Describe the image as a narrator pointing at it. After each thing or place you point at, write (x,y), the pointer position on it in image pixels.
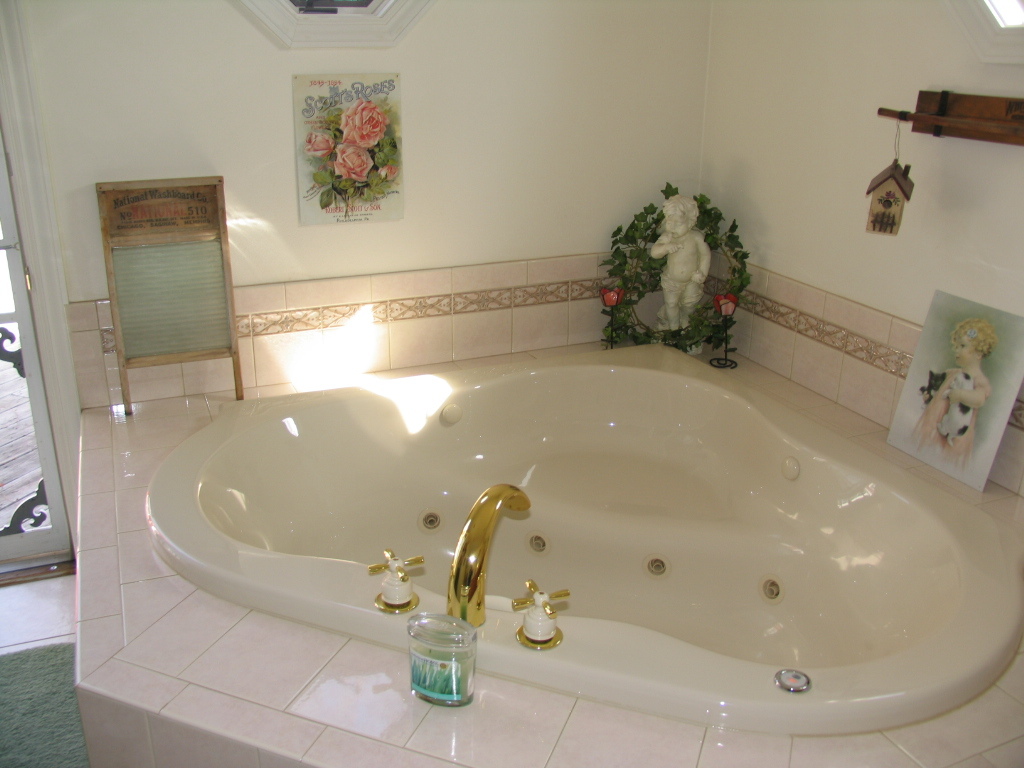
In the foreground of this image (620,564), there is a bath tub (491,547), tap (488,549), posters (965,367), a sculpture (681,274), wooden toy house (889,192), wall (864,119) and a door (35,387).
